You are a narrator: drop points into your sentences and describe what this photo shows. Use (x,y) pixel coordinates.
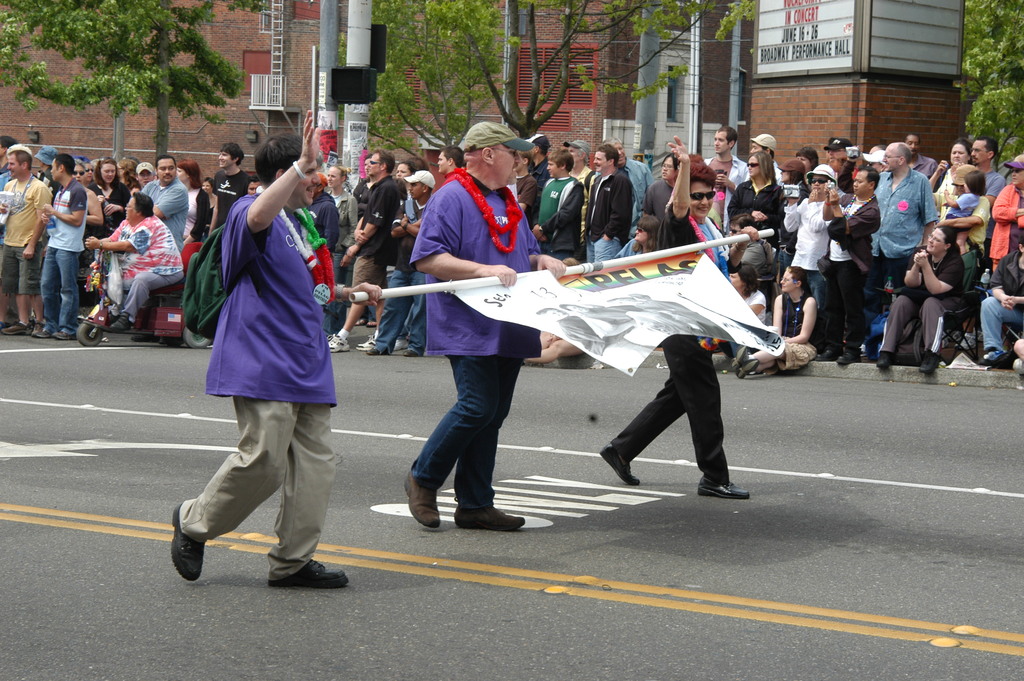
In the center of the image (468,253) we can see people (462,275) walking and holding a banner (673,308). In the background (988,222) there is crowd (959,229) and we can see trees (412,58) and buildings (721,78). At the bottom (440,605) there is a road (535,605) and we can see a vehicle (142,326).
